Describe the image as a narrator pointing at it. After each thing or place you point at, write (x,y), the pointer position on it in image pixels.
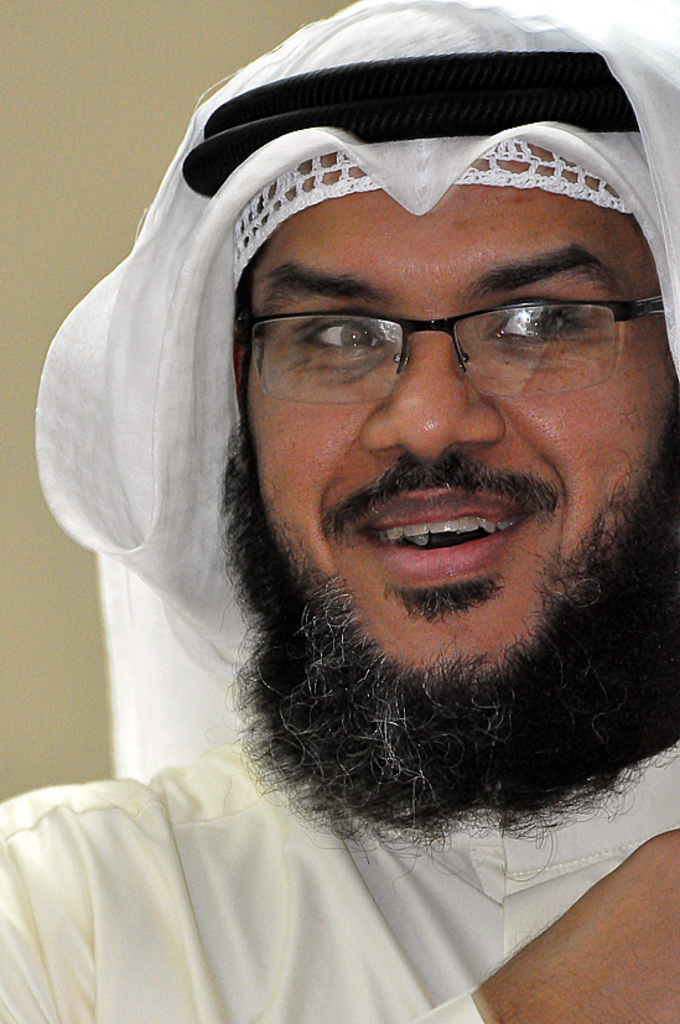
In this image I can see a man (258,390) and I can see he is wearing a specs (575,383) and white colour dress (264,834). On his head (268,288) I can see a white colour cloth (185,271) and two black colour things (240,149).
